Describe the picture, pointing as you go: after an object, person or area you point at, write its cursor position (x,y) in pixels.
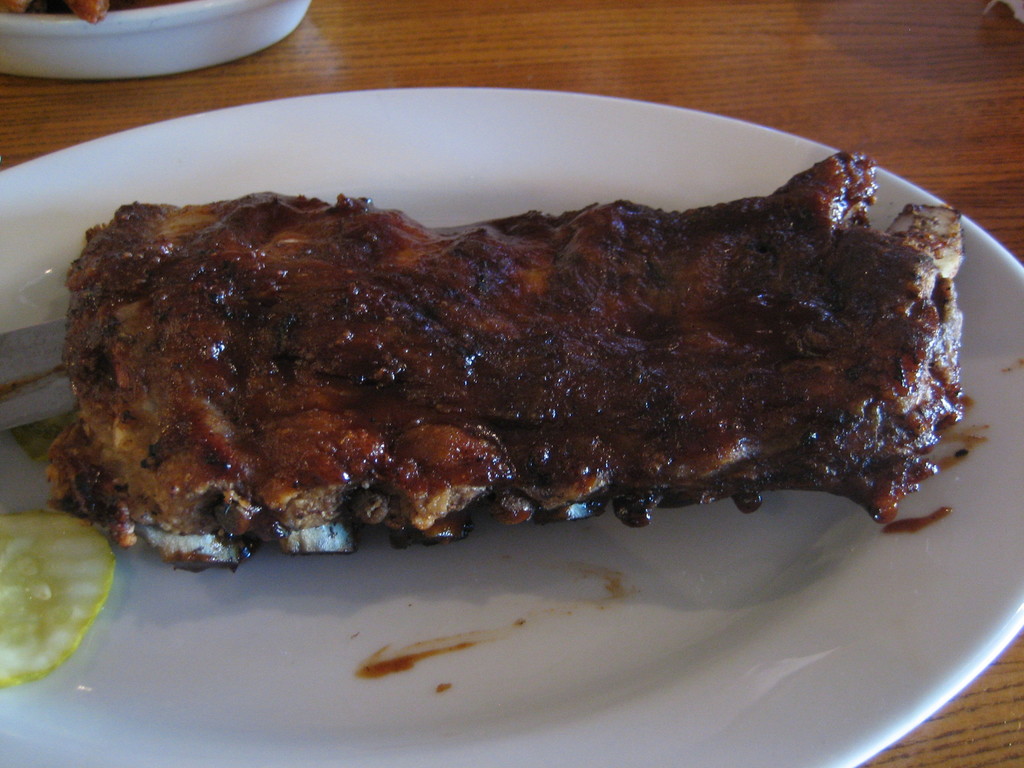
In this picture it looks like a plate (25,479) of meat (365,353) kept on a table (615,48).
